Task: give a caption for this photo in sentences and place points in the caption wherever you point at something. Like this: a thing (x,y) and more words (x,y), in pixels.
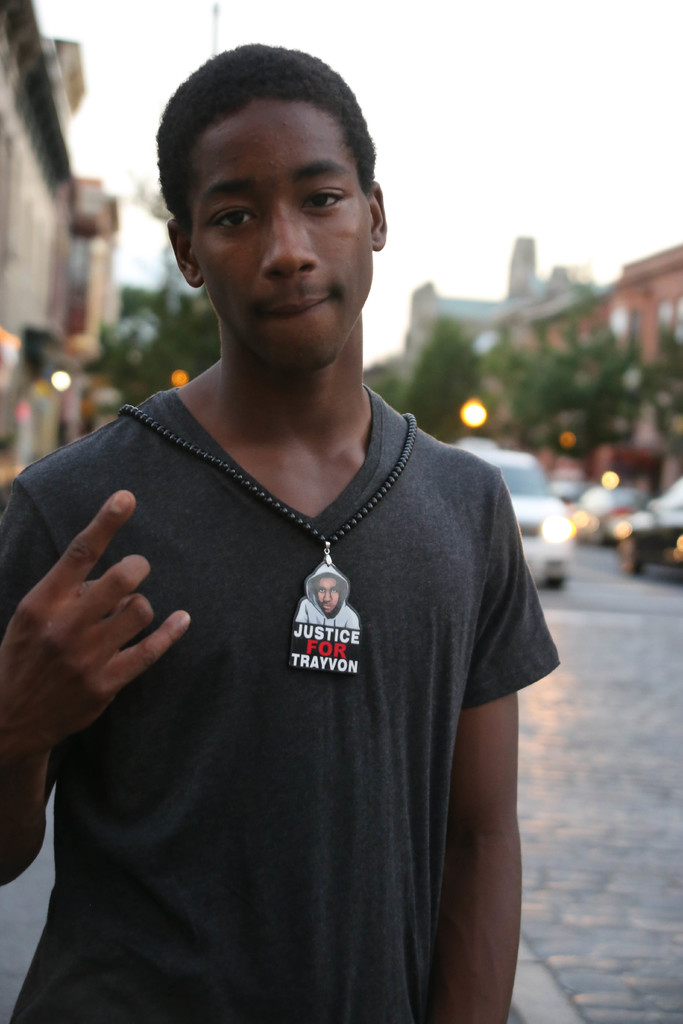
In the center of the image (326,503) there is a person (222,914) standing on the ground (603,1004). In the background (564,445) we can see cars (566,528), road (571,594), trees (548,395), buildings (11,392) and sky (479,83).
